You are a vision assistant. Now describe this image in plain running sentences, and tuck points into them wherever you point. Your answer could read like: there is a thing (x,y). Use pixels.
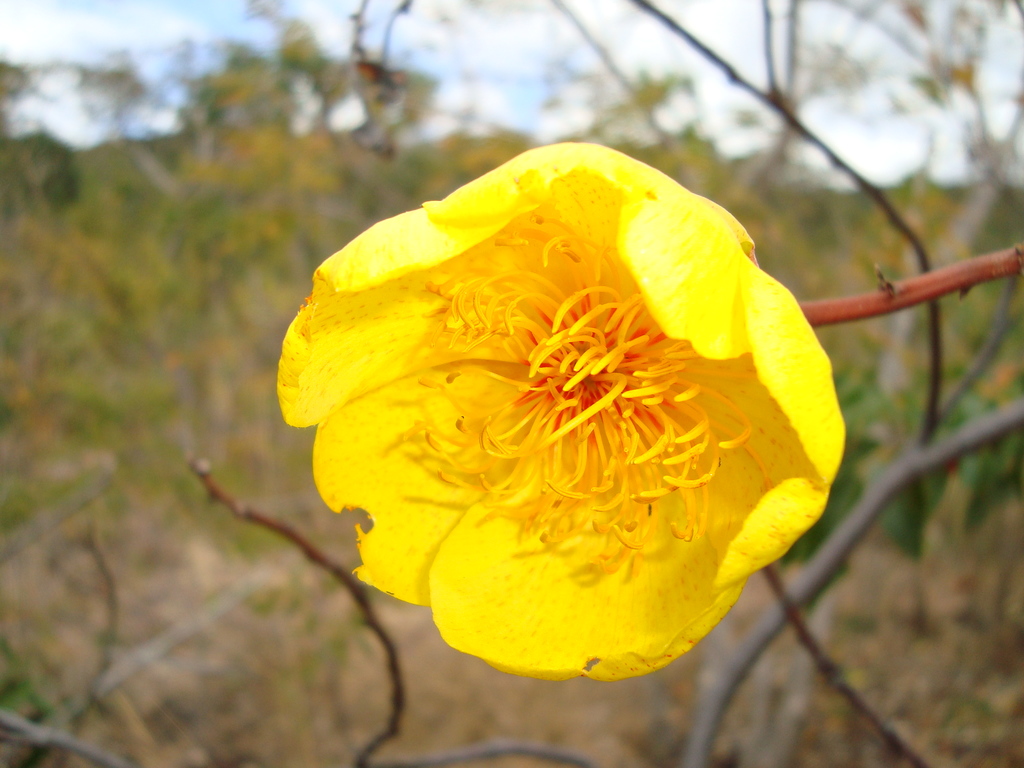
In this image we can see a yellow color flower (555,453), there are some trees (924,365) and in the background (724,3) we can see the sky (732,0).
